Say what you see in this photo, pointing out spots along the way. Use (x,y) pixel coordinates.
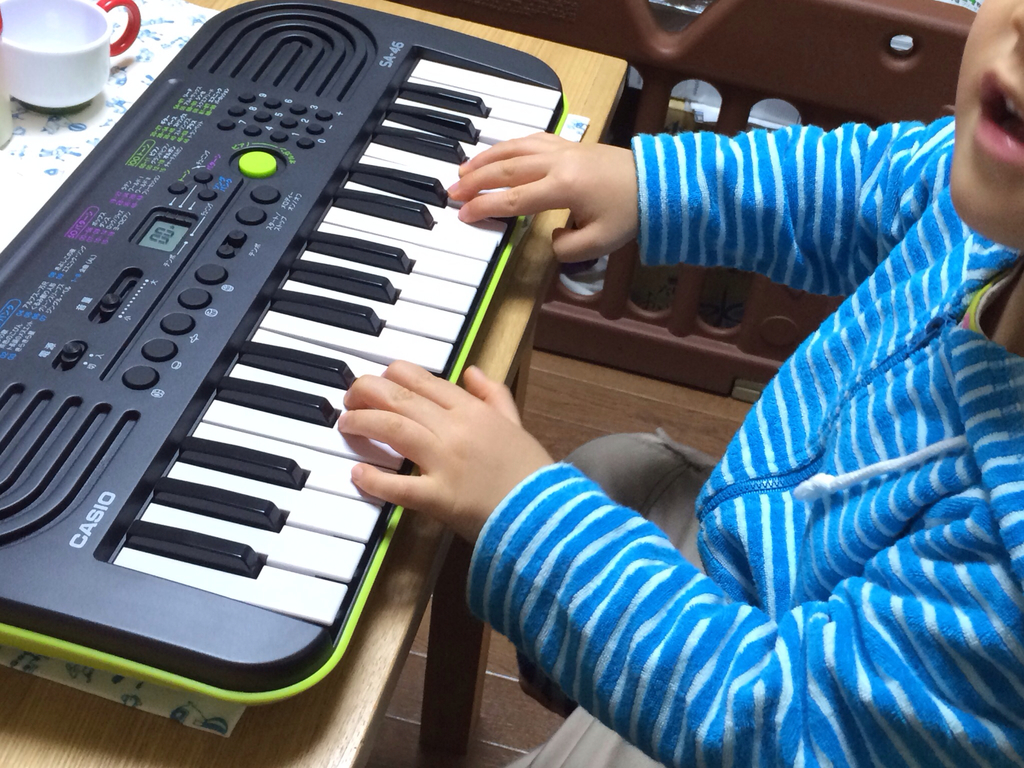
There is a kid (684,484) sitting in a chair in front of a piano (351,341) placed on the table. There is a cup (63,54) and a paper (59,150) on the table (174,35).
